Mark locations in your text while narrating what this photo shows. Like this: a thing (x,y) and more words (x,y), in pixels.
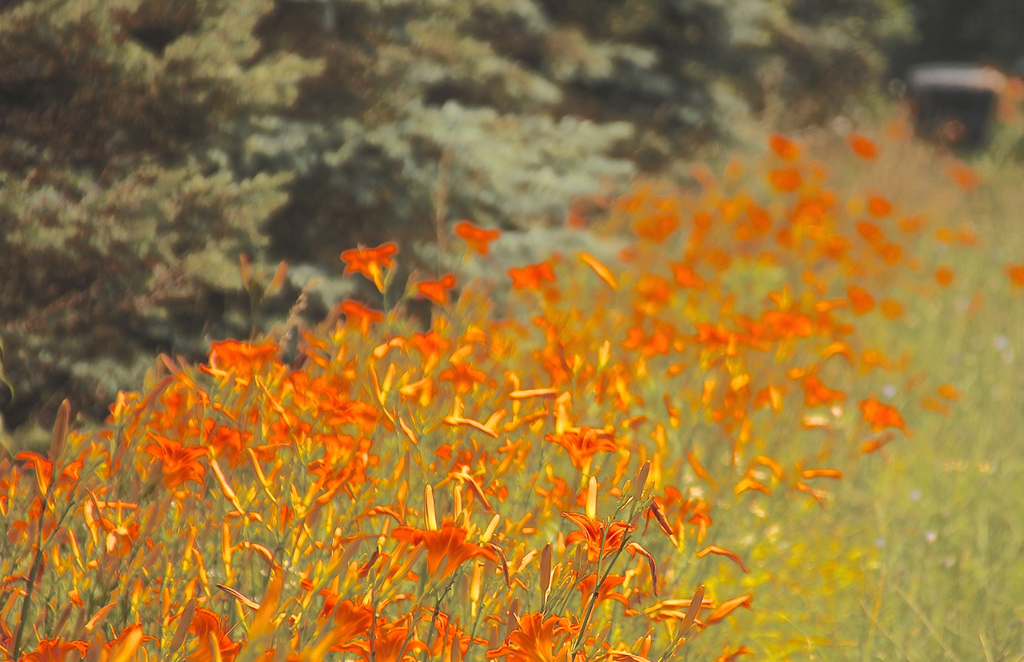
In this picture we can see plants (632,506) with flowers (462,371) and in the background (554,224) we can see trees (215,130) and an object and it is blurry.
